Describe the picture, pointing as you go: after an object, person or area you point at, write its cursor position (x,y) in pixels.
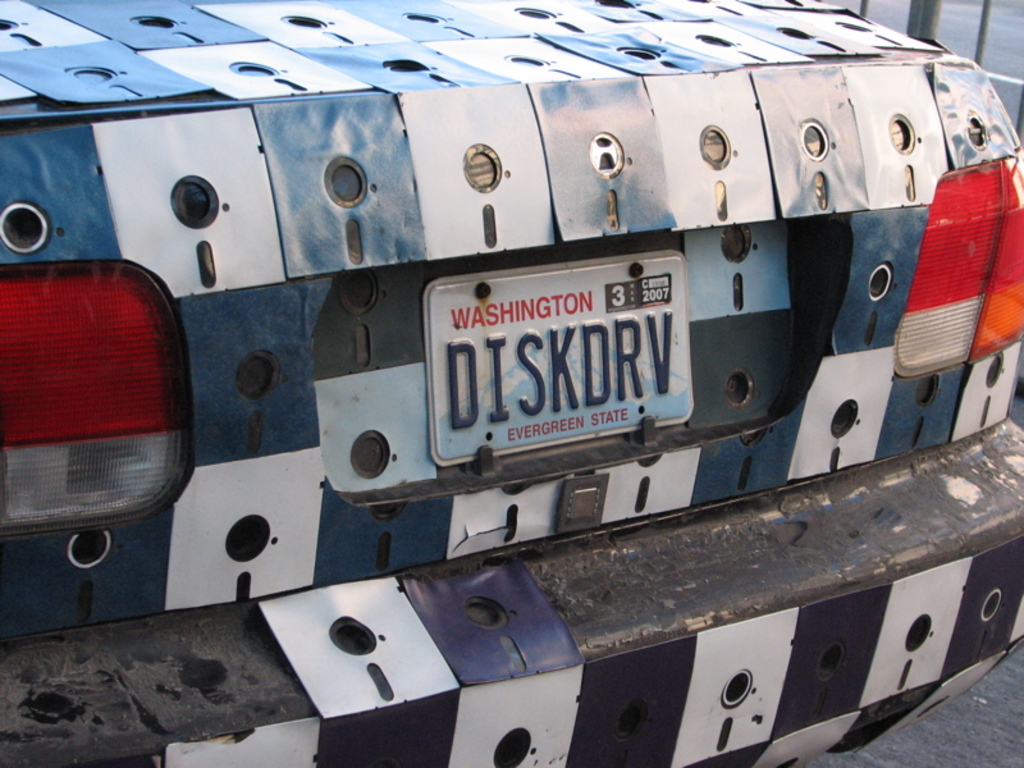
In this image, we can see the tail lights (1021,309) and number plate (645,340) of a vehicle (547,283). On this vehicle (505,163), we can see white and blue color objects (976,651). In the bottom right corner of the image (986,739), we can see the path (972,739). In the top right corner (997,33), there are rods (938,29) and road (962,36).
